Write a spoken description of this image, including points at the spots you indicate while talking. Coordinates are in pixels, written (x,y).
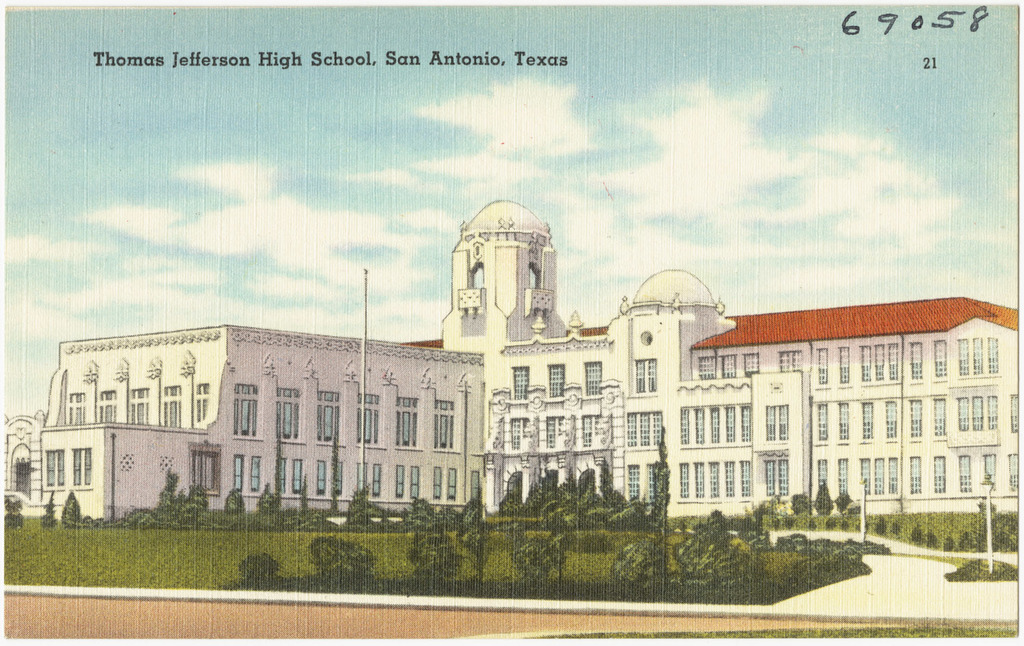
In this picture I can observe a building (419,417). In front of a building (166,426) there is a grass (295,545) on the ground (493,545). In the background (483,187) there are some clouds (238,178) in the sky (445,187). On the top of the picture (268,60) I can observe some text (139,59).
